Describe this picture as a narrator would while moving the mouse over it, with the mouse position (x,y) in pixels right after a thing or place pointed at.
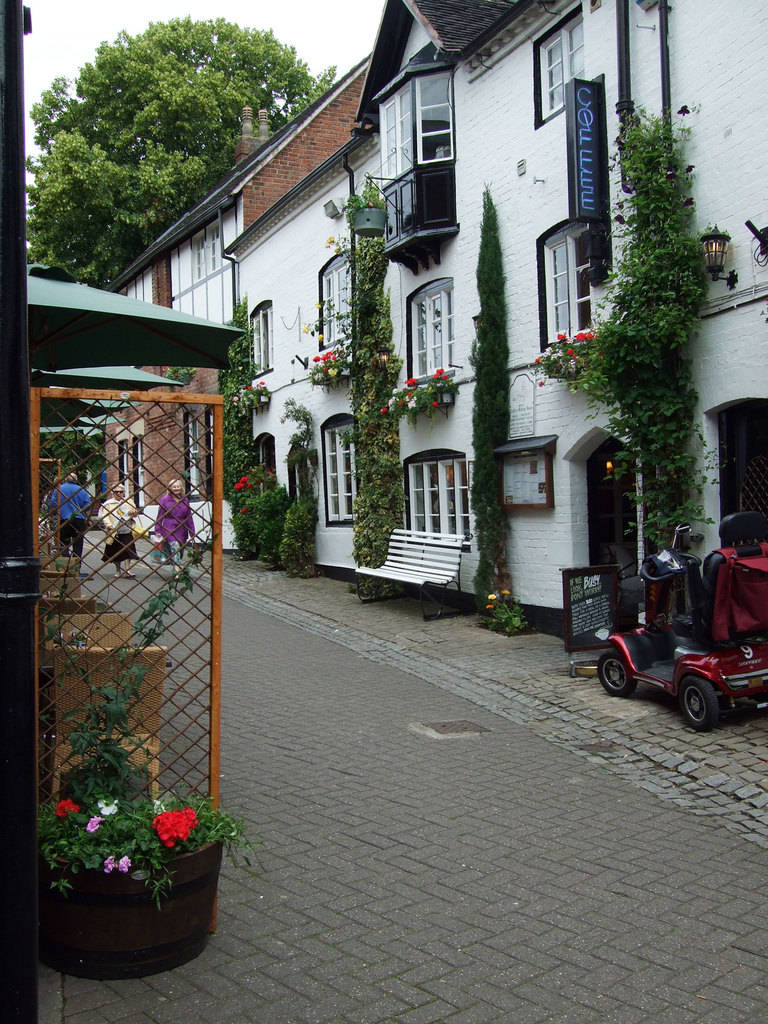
In this picture there are many plants (500,412) in front of this house (397,272) and some people (178,570) are on the left side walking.
